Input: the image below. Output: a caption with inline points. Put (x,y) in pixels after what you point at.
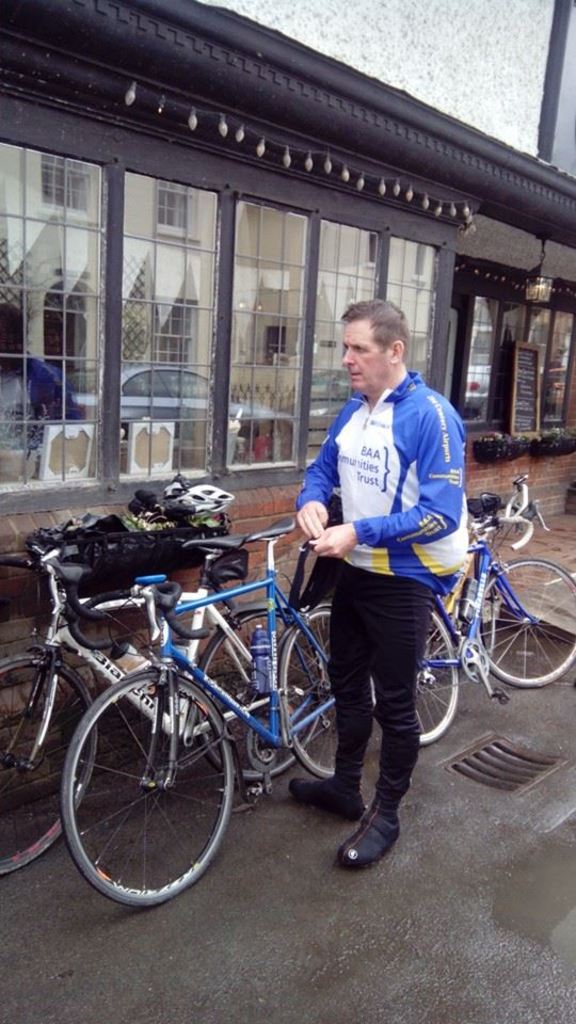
In this image there is a man (391,676) standing on the road (376,735), beside him there are bicycles (216,688), in the background (198,126) there is a shop (543,386).
